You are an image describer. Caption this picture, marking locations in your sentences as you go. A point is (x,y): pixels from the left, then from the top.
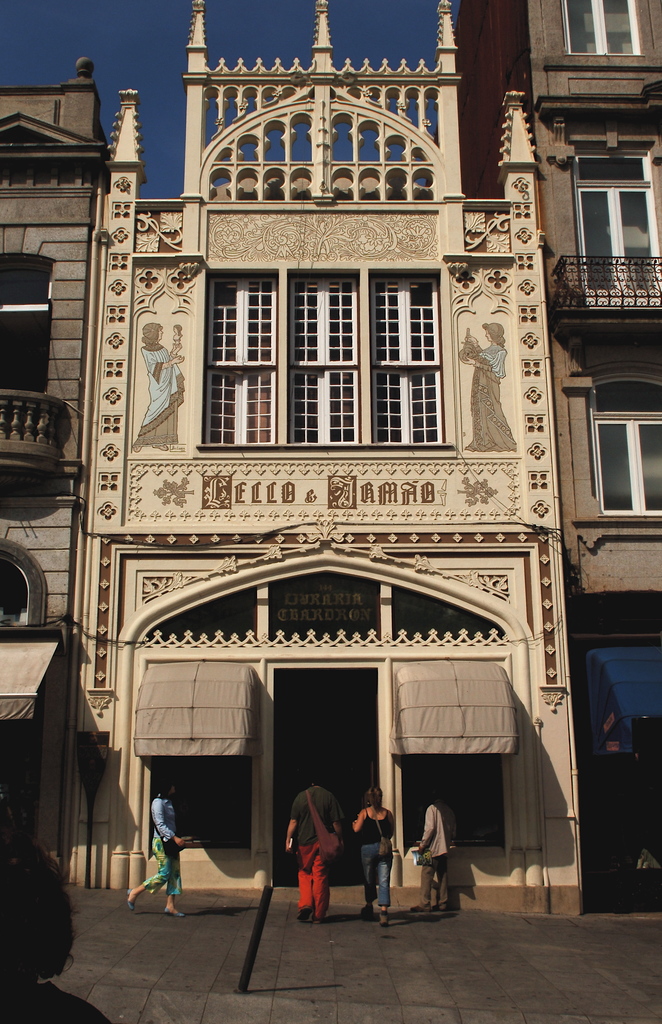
In the foreground of this image (344,972), there is a side path (282,965) and a bollard (245,973) on it. On the bottom left corner (57,950), there is a person's head (62,948). In the background (424,871), there are persons (317,909) walking on the side path (349,909), few buildings (462,378) and the sky (152,66).
